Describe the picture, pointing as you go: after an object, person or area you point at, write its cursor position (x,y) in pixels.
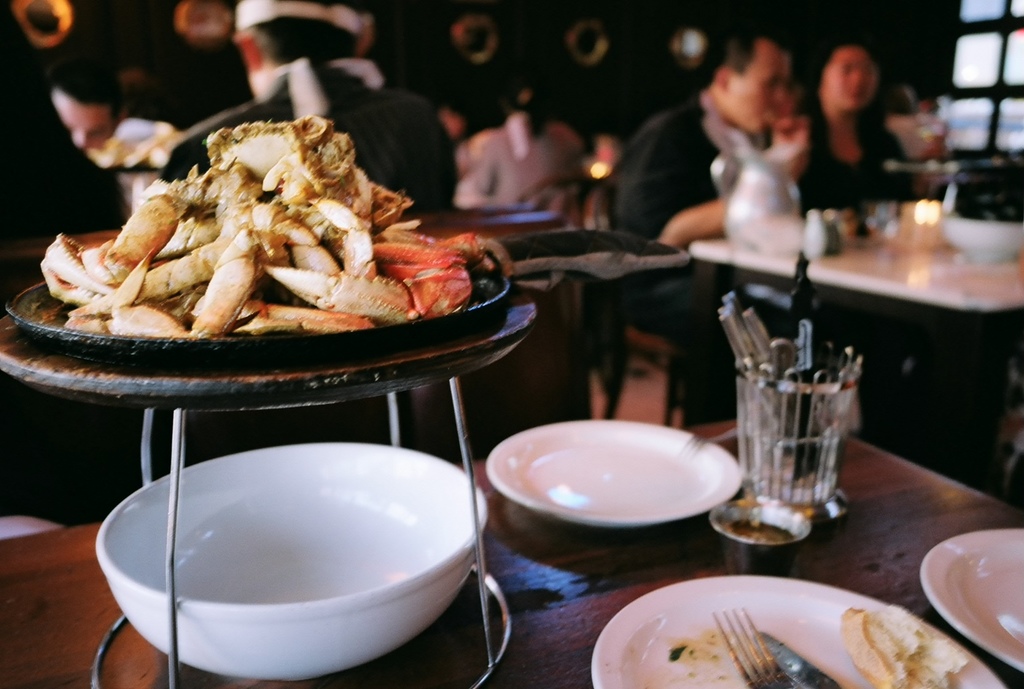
In this image, we can see some tables (901,270) with objects (306,396) like food items (280,256), plates (621,481), bowls (208,647) and glasses (806,483). There are a few people (832,99). We can also see the blurred background (514,72).
